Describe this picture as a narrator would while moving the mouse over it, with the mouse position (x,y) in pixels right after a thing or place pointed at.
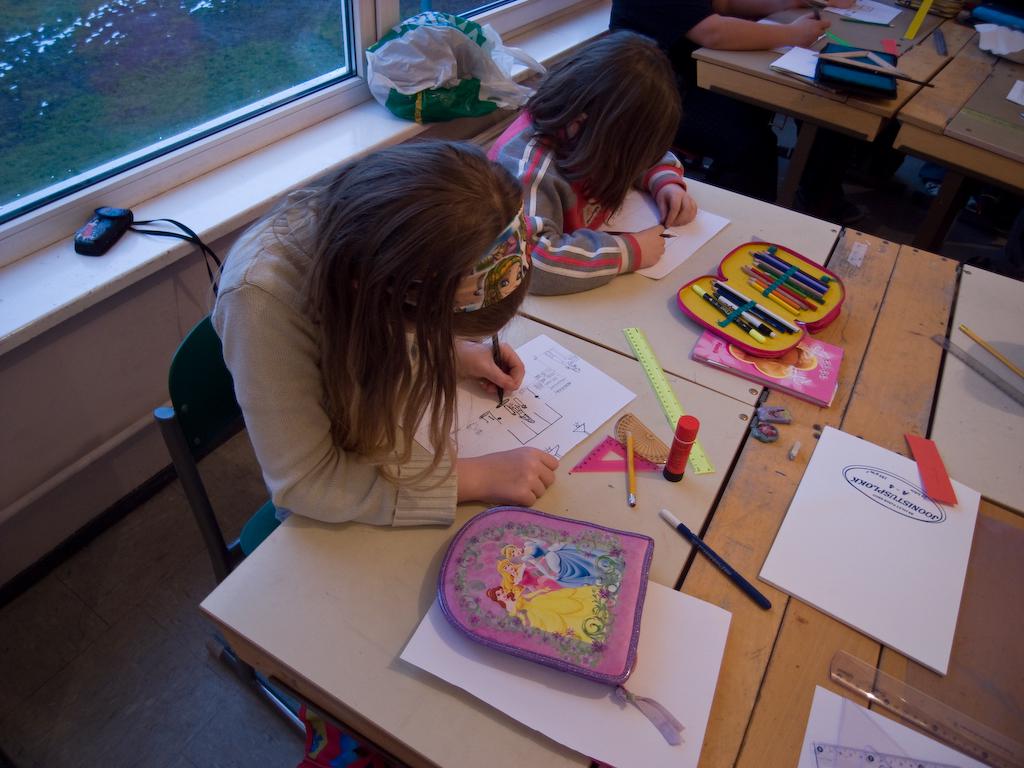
In this image i can see two persons (427,209) sitting on a chair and writing in a paper (524,442) on a table (597,345), there are few pens (760,263), glue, bag (618,654), paper (897,534) on a table (906,373), at right (771,137) there is other person (745,35) sitting and writing in a paper (813,62) at the background (193,81) i can see a window (293,38), cover (454,72).
